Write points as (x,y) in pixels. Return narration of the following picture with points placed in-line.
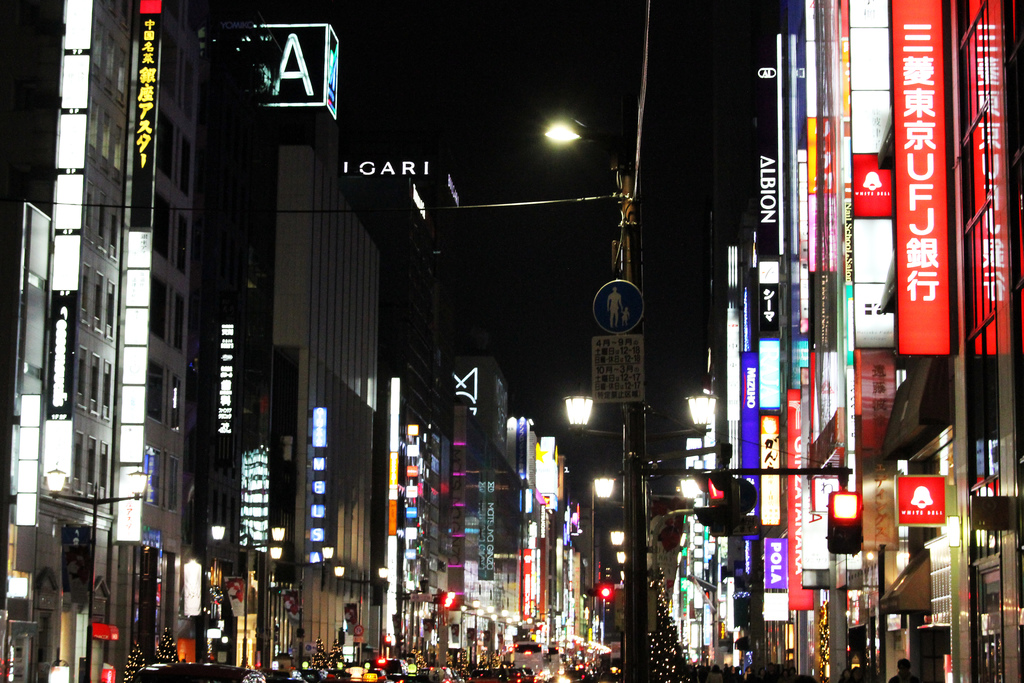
In this image I can see there are buildings (510,479) with lights (513,416) on either side, in the middle (595,358) there is the sign board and a traffic signal (605,591), at the top (468,110) it is the sky (425,73).
